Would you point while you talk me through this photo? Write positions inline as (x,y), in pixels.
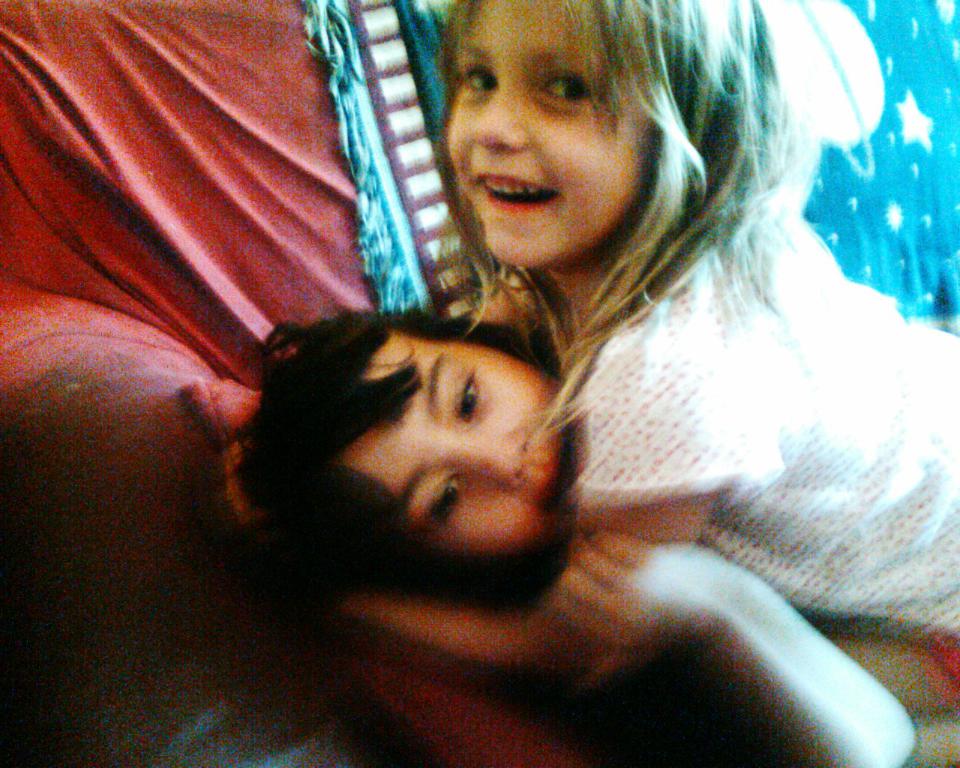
It is a blur picture, there are two kids (720,459) laying on a sofa (253,398) and a blue cloth (909,143) is kept on the sofa (308,107).
